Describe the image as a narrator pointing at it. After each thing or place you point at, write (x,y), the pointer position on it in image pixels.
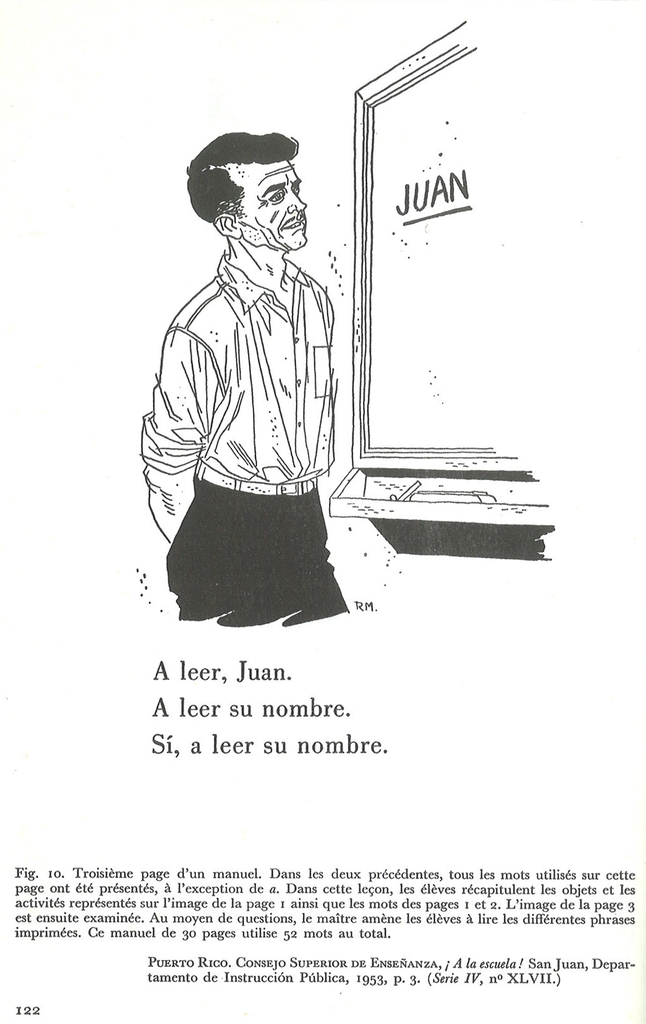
In this picture there is a poster (389,718). In the poster (268,334) I can see the cartoon person (254,339) who is standing near to the board (476,455). At the bottom (243,715) I can see something is written.
